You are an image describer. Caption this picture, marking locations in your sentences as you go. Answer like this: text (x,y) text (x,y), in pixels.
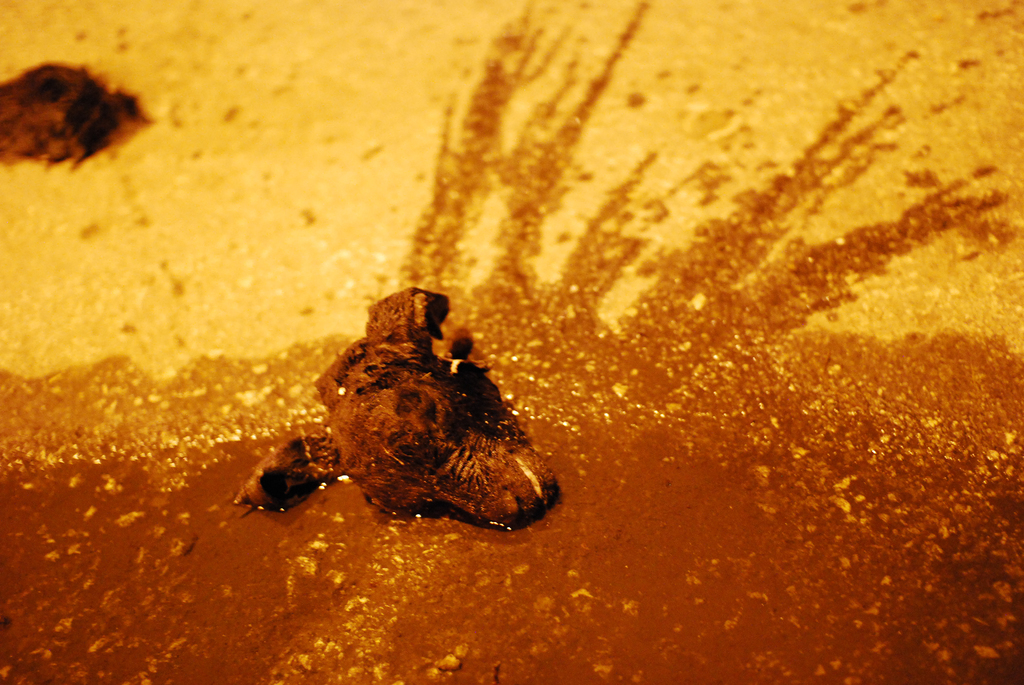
In this picture, it seems like a head (433,375) of an animal (433,375) in the foreground (530,487).
